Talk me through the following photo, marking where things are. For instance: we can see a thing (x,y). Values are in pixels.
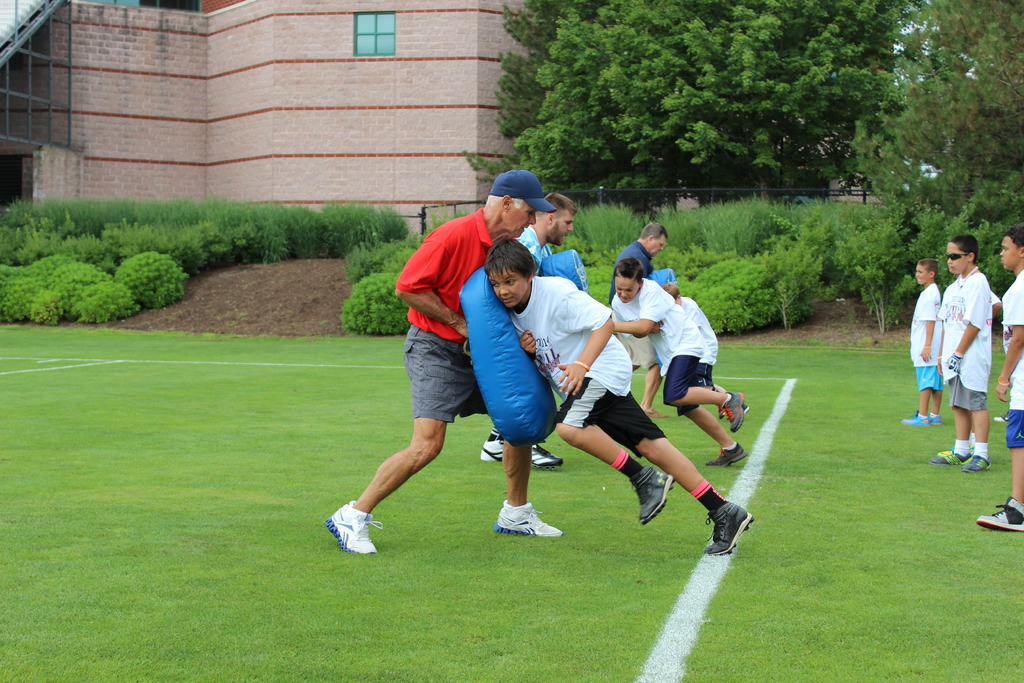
In this image there are a few kids (622,394) trying to pass through the men (452,295) who are blocking them, in front of them there are a few other kids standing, on the other side of the kids (539,317) there are trees (510,129), a building (451,136) and bushes (317,234).
